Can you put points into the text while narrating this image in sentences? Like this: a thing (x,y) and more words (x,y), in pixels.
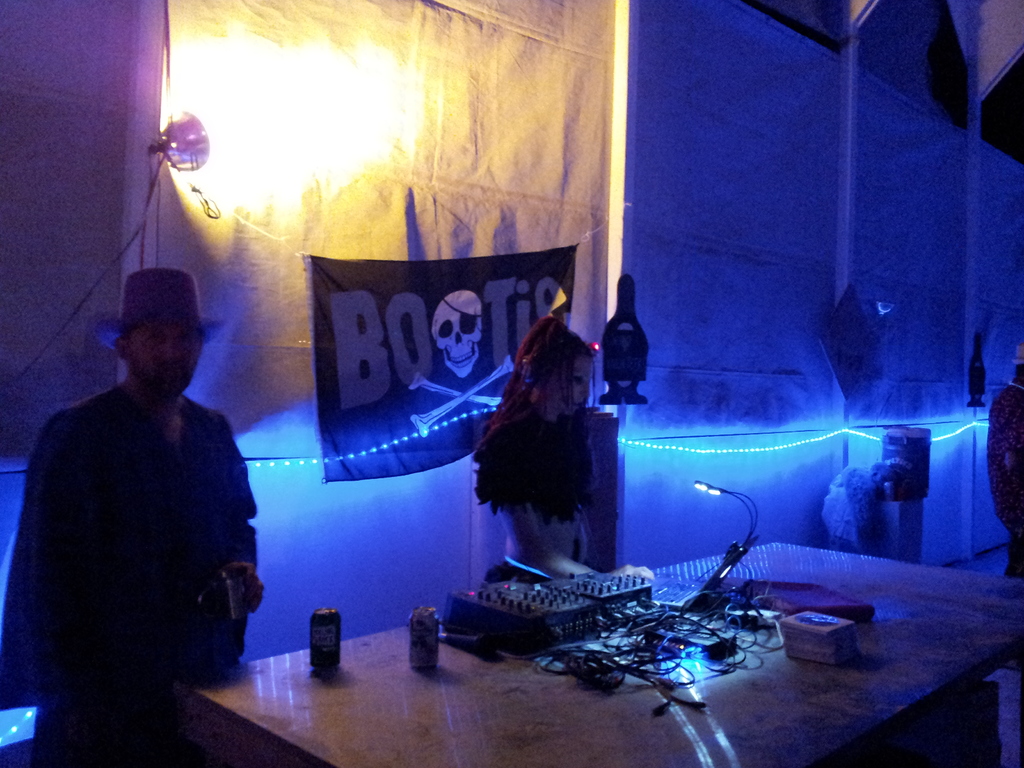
In the foreground of this image (378,718), there are electronic equipment (611,617), cables (711,625), laptop (719,573), tins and few more objects (827,603) on the table (602,734). Behind it, there is a man (188,502) and a woman (553,422). In the background (452,327), there is a banner (376,348), it seems like there is a curtain (475,186), lights (204,126) and few more objects (864,351) to the poles (969,346).
